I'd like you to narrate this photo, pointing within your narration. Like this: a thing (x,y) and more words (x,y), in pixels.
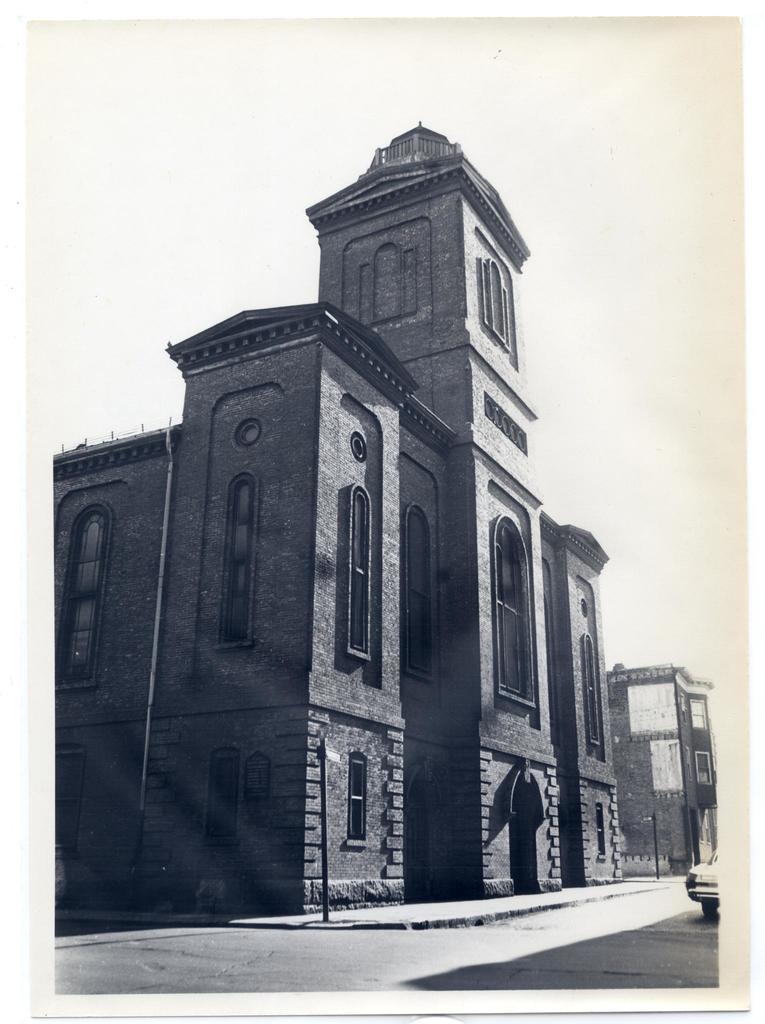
In this image I can see a building (316,441), in front of building (375,419) I can see a road (634,933), on the road (656,902) I can see a vehicle (697,898), at the top (231,162) I can see the sky (313,148).
